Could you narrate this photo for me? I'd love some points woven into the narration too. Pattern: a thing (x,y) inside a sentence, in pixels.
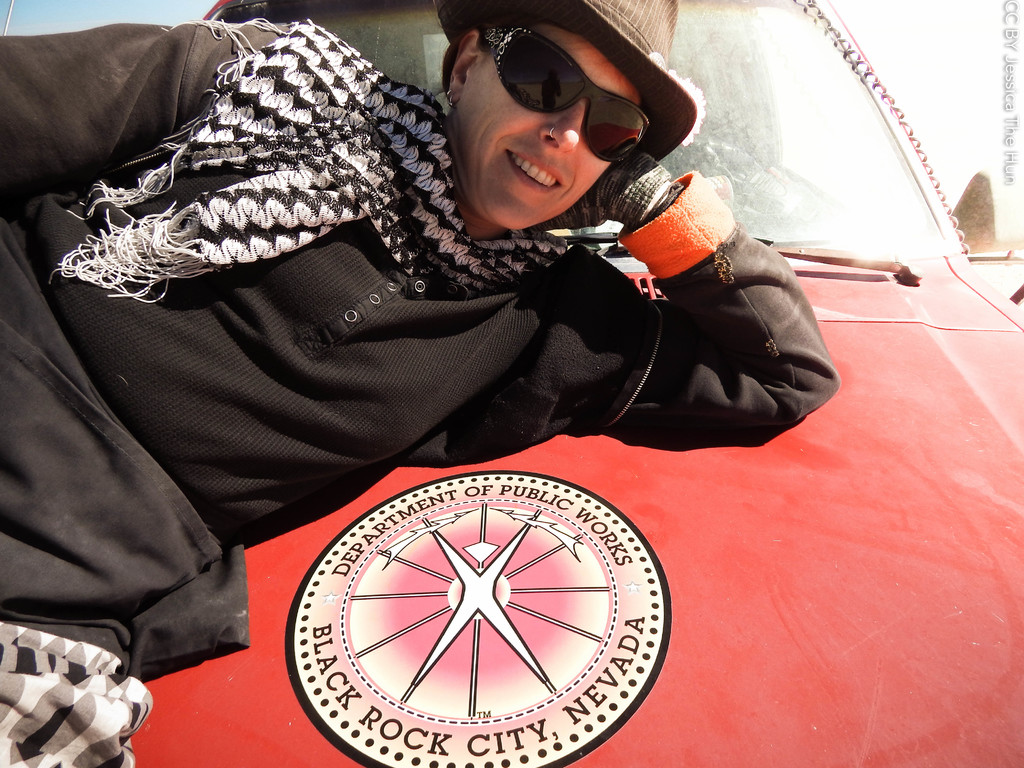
In this image we can see a person (295,351) lying on a vehicle (828,314). In the top right (1009,133), we can see some text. In the top left (33,10), we can see the sky (76,17).
